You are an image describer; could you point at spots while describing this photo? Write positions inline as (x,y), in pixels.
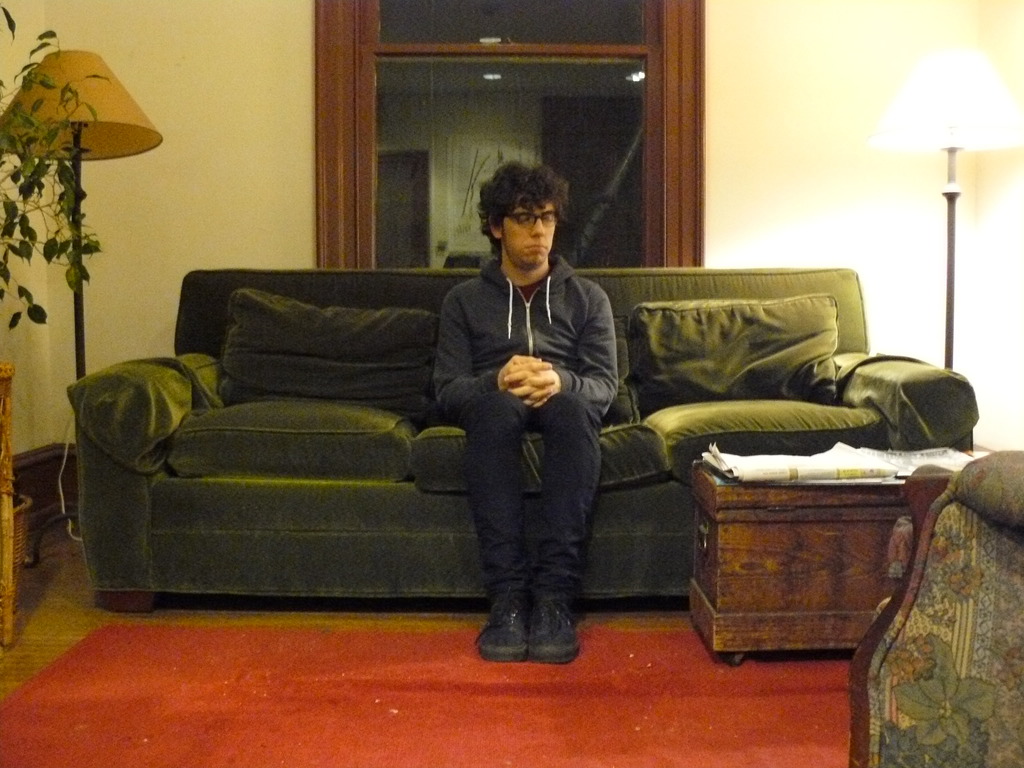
This man (529,309) is sitting on a couch (346,378) with pillows (300,373). Backside of this man (537,263) there is a window (537,117) with glass (505,124). This is a lantern lamp (958,127) with pole (950,228). On this table (818,569) there are papers (823,470). This is a plant (32,196). A floor (84,628) with red carpet (173,685).
